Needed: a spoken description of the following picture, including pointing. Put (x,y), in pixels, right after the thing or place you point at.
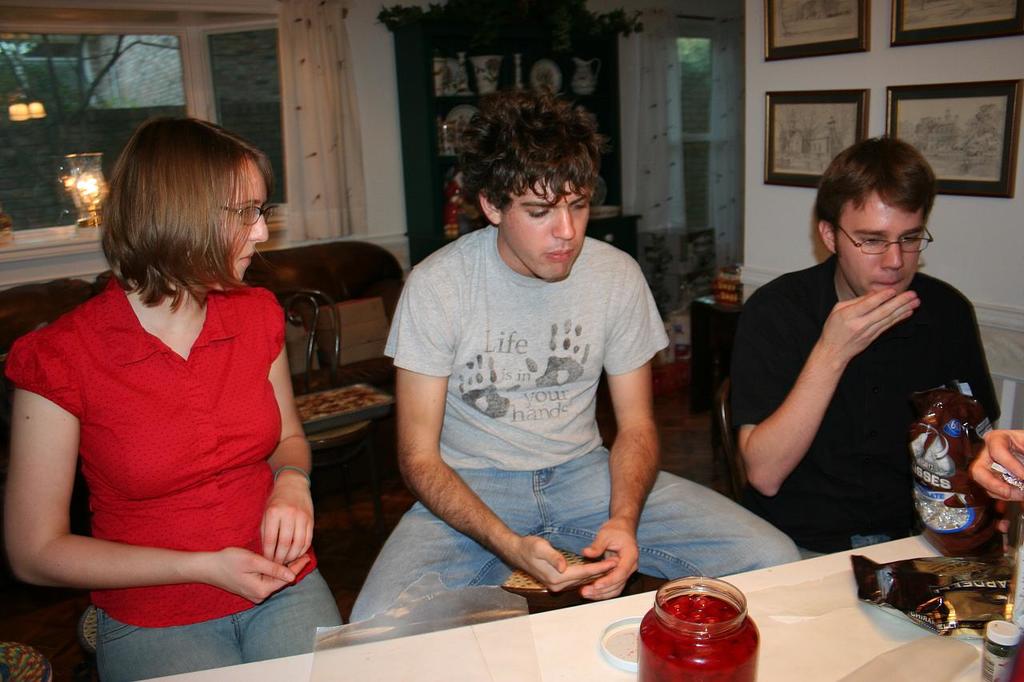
In the middle of the image (594,440) three people (909,338) sitting. Bottom right side of the image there is a table (401,643), On the table (783,678) there is a jar (705,608) and there is some food products (995,541). Top right side of the image (783,86) there is a wall (1006,223), On the wall (982,45) there are some frames (813,117). Top left side of the image (201,63) there is a window (228,99) and curtain (351,124). At the top of the image (411,176) there is a cupboard (496,29).
